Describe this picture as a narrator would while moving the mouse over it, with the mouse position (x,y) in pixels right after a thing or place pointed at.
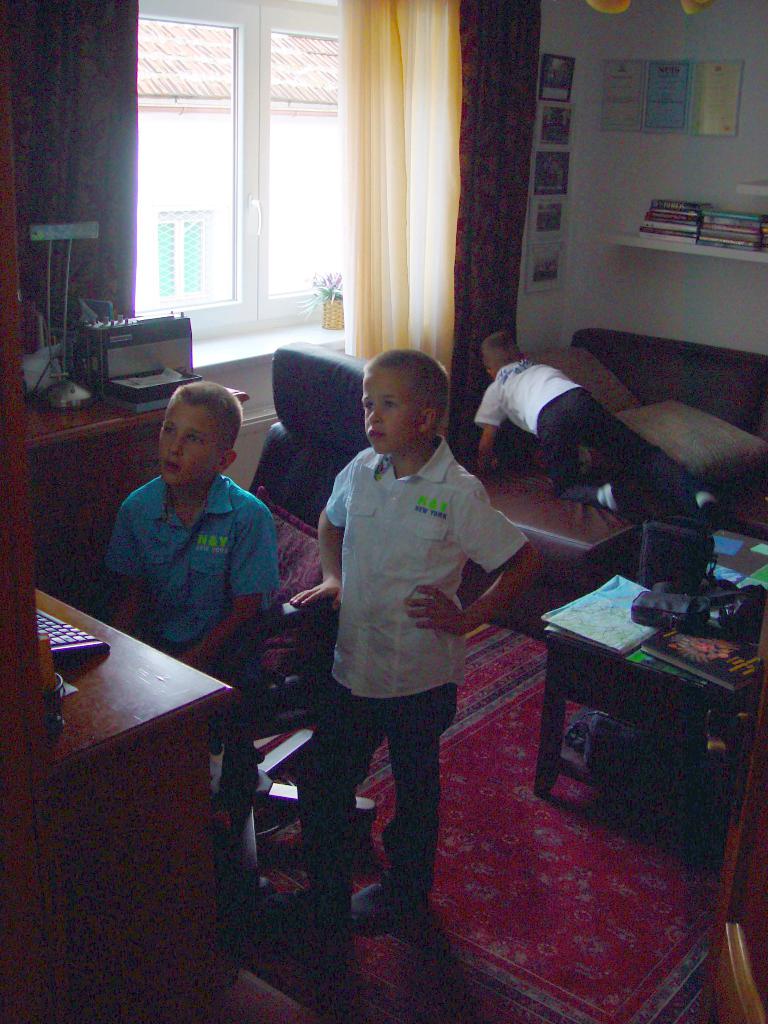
In the image we can see three boys (274,555). One is sitting, the other one is standing and other one is playing on sofa (595,445) and in the front (62,632) there is a keyboard (58,628) and table (151,687). On the right side (662,684) there is another table (669,687) and in the back side (694,385) there is sofa (664,372), pillows (661,412), books (706,240) and white color wall (652,157) and in the top (305,163) there is a window (291,174) and yellow color curtain (407,202).
